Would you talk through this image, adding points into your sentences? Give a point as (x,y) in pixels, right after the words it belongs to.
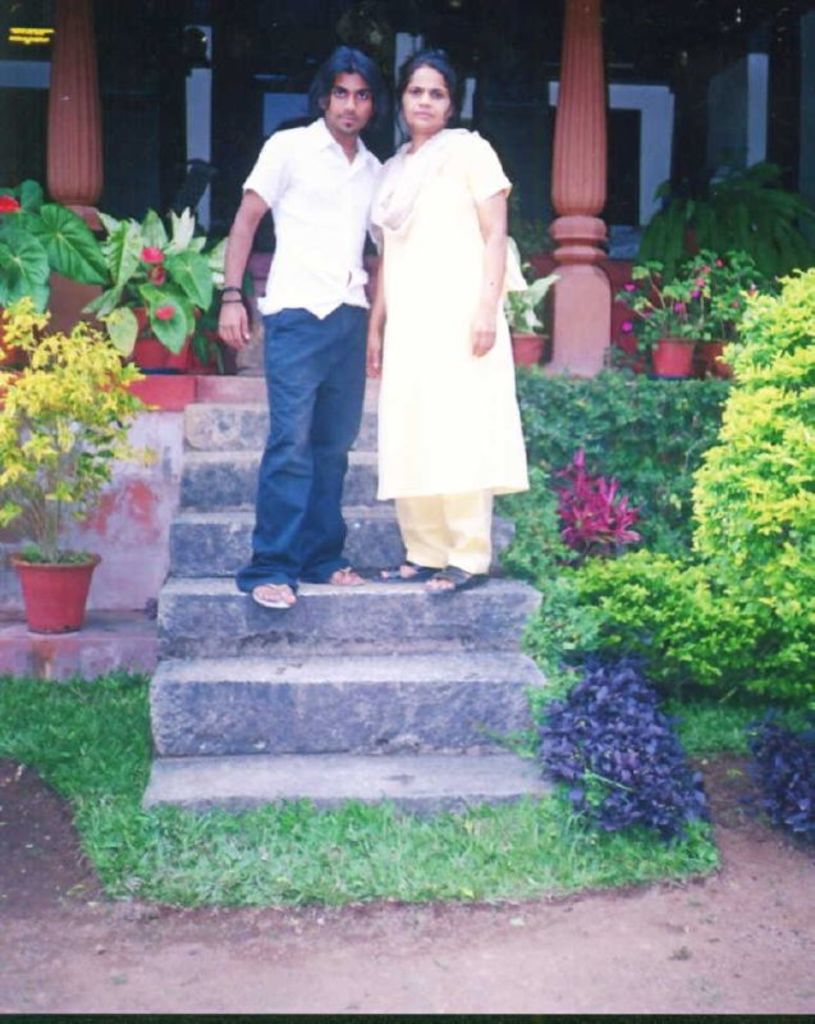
In the picture I can see two persons (275,175) standing on the staircase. I can see a plant pot (90,565) on the left side (8,505). I can see the plants (705,432) and plant pots (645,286) on the right side (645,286). I can see the pillars (594,308) of a house (610,106) at the top of the picture (73,166).
